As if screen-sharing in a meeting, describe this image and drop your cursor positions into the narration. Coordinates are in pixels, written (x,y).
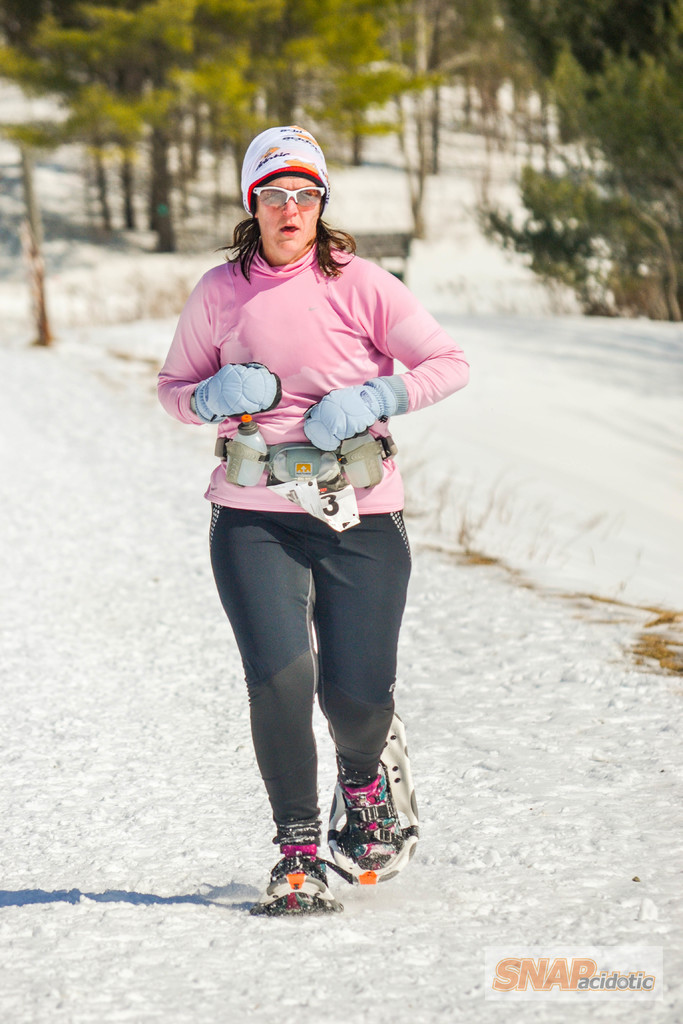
In this picture there is a person (355,315) walking on the snow (397,182) and wore gloves (360,402), cap (296,171) and glasses (312,203). We can see belt (305,477) and sticker (312,489) on person's waist (335,481). In the background of the image (607,125) we can see trees (403,93). In the bottom right side of the image (500,987) we can see watermark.
